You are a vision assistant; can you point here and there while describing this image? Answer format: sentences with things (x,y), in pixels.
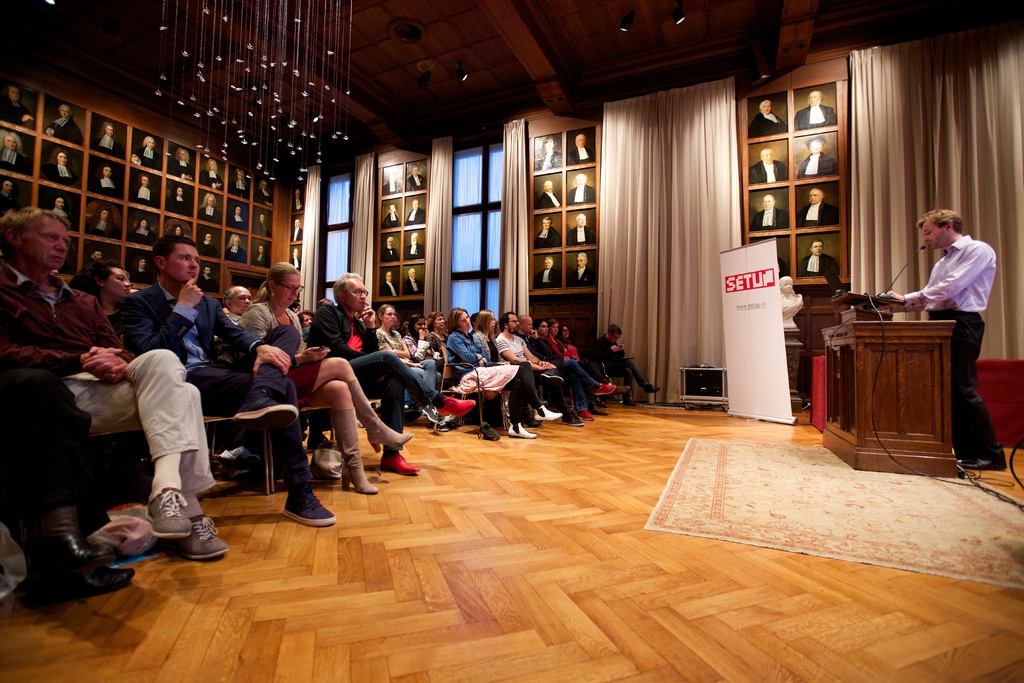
In this image there is a person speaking on the mic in front of him on the podium (902,356), in front of him there are a few other people (161,396) sitting in chairs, around them on the walls (418,201) there are photo frames (206,267) and there are curtains (658,192) on the glass windows (471,257), at the top of the image (248,35) there are lamps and some decorative items (262,53) hanging, beside the podium (891,340) there is a sculpture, a banner (759,290) and some other object (691,390), on the floor (996,477) there is a mat (830,506) and cables (962,479).
